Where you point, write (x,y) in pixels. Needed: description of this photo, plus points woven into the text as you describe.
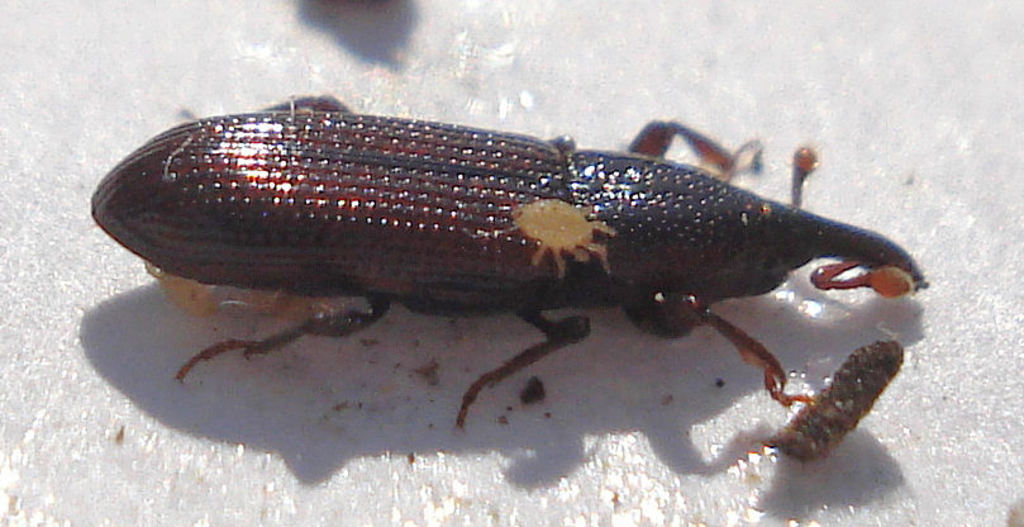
In this picture it looks like an insect (727,276) on the ground (67,48).
